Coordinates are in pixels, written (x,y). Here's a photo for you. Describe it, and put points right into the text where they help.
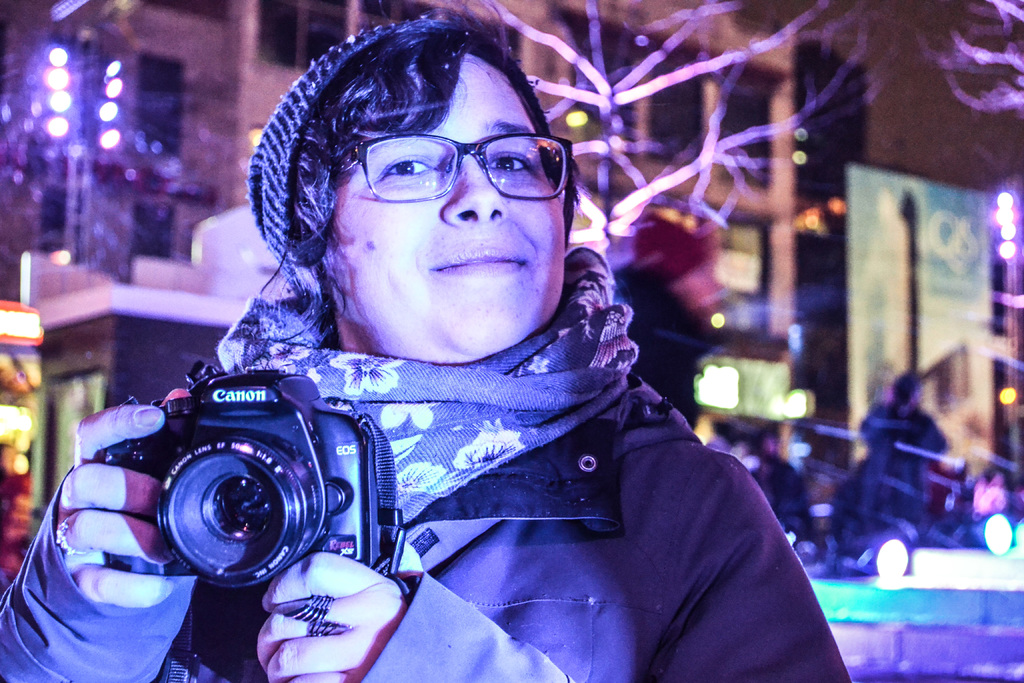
This picture shows a woman (515,394) standing and she wore a cap (324,109) on her head (358,173) and spectacles (447,166) on her face (533,165) and she is holding a camera (284,542) in her hands (278,682) and we see trees (757,132) and buildings (176,222) with lights (103,107) and we see a hoarding (879,366).
